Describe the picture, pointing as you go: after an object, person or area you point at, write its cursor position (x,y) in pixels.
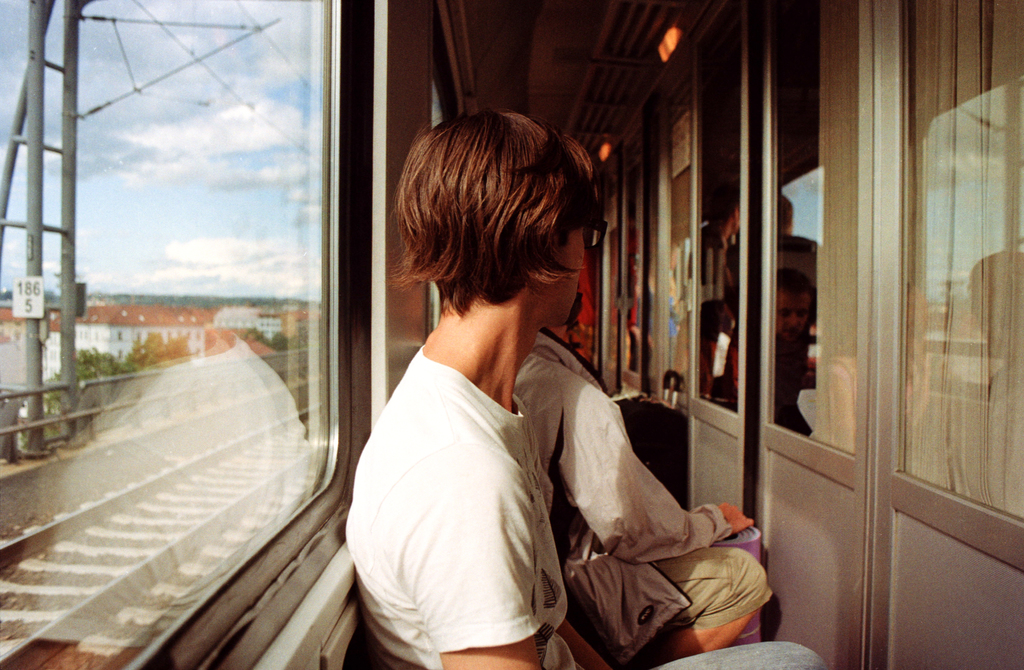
In the picture we can see inside the train (1005,449) with glass windows (256,427) and near it we can see some people (519,613) are sitting and one person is wearing a white T-shirt (536,613) in front of them we can see glass doors (960,286) and to the ceiling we can see lights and outside of the train (393,15) we can see some tracks (75,579) and beside it we can see railing (11,398) and behind it we can see some trees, buildings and sky (296,164) with clouds (211,142).
